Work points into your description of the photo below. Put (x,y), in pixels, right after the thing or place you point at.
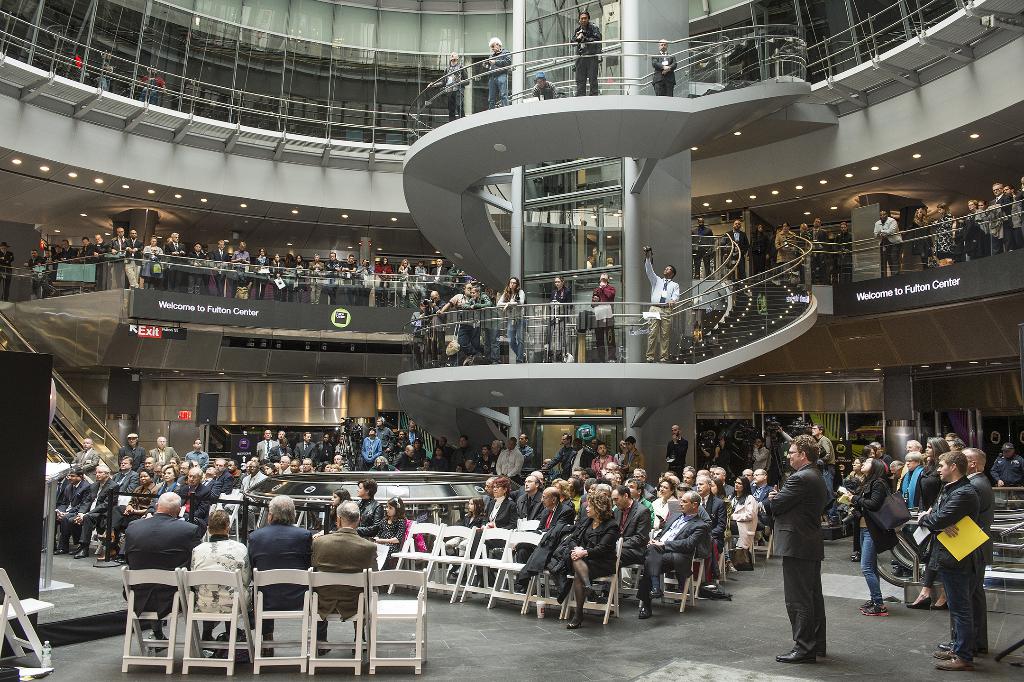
This picture shows an inner view of a building (563,393). We see few people (71,473) seated on the chairs (348,662) and few are standing on the side and few are standing on the stairs (676,352) and we see few empty chairs (446,558) and a man (953,556) holding a file (958,539) in his hand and woman (875,532) wore a hand bag (888,493) and we see lighting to the ceiling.
